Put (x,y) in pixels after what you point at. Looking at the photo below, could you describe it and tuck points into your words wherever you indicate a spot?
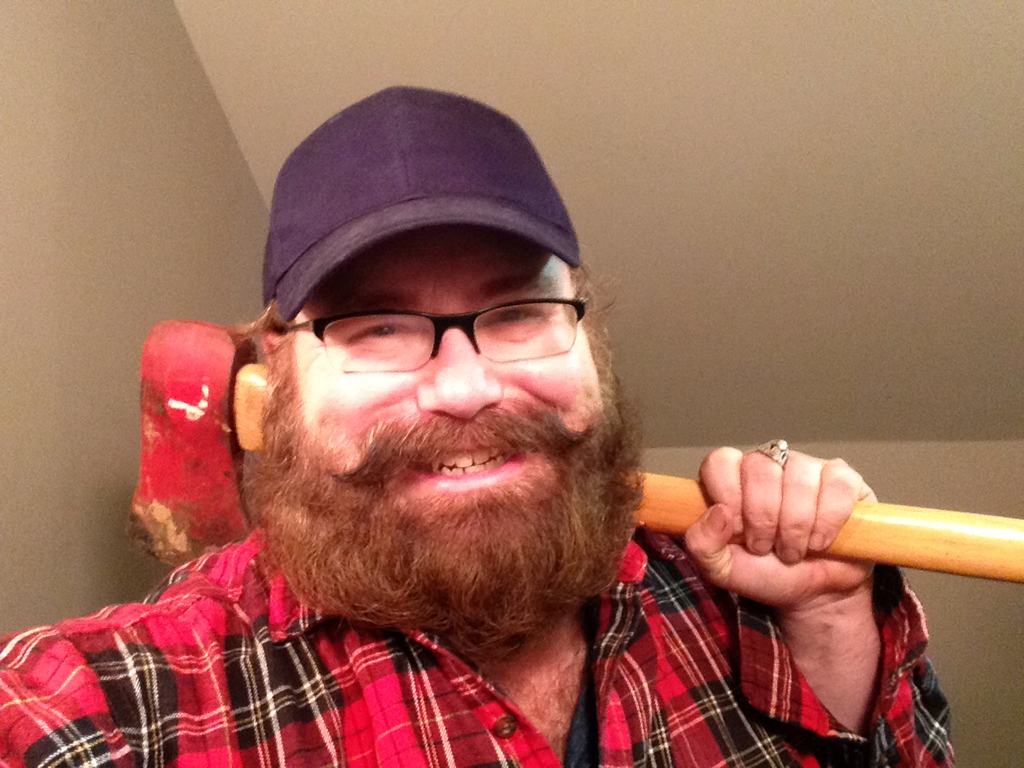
In this picture there is a person (412,485) in red shirt (275,750) and a hat (411,209), he is holding an axe (150,430). In the background (587,92) it is wall (828,271) painted beige.
